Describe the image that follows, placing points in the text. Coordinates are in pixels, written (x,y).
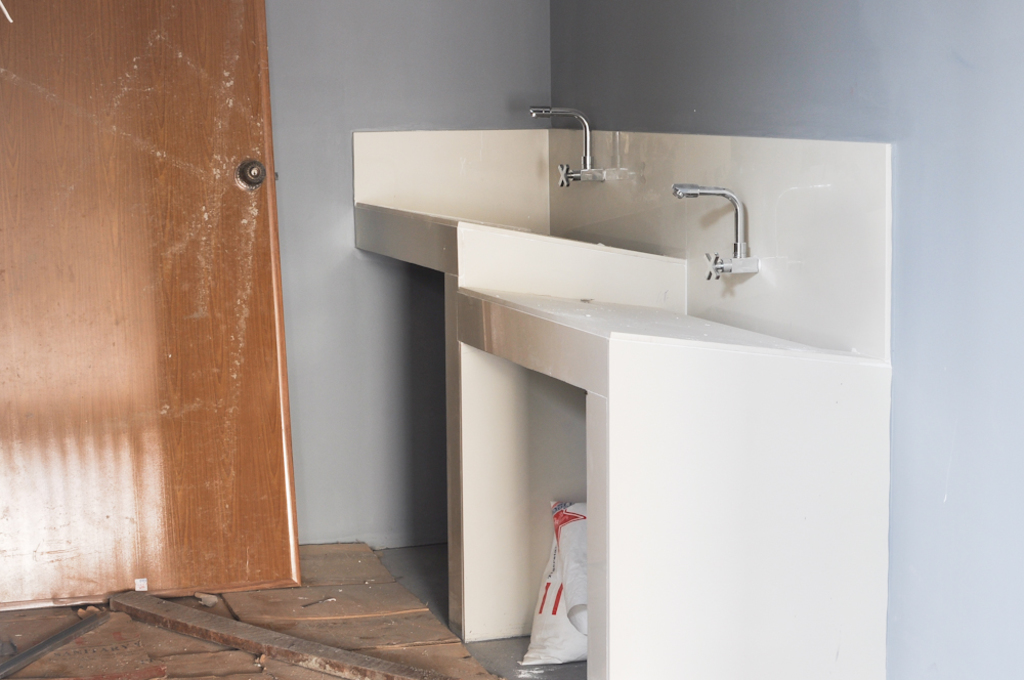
This is door (218,247), tap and wall (695,57).
